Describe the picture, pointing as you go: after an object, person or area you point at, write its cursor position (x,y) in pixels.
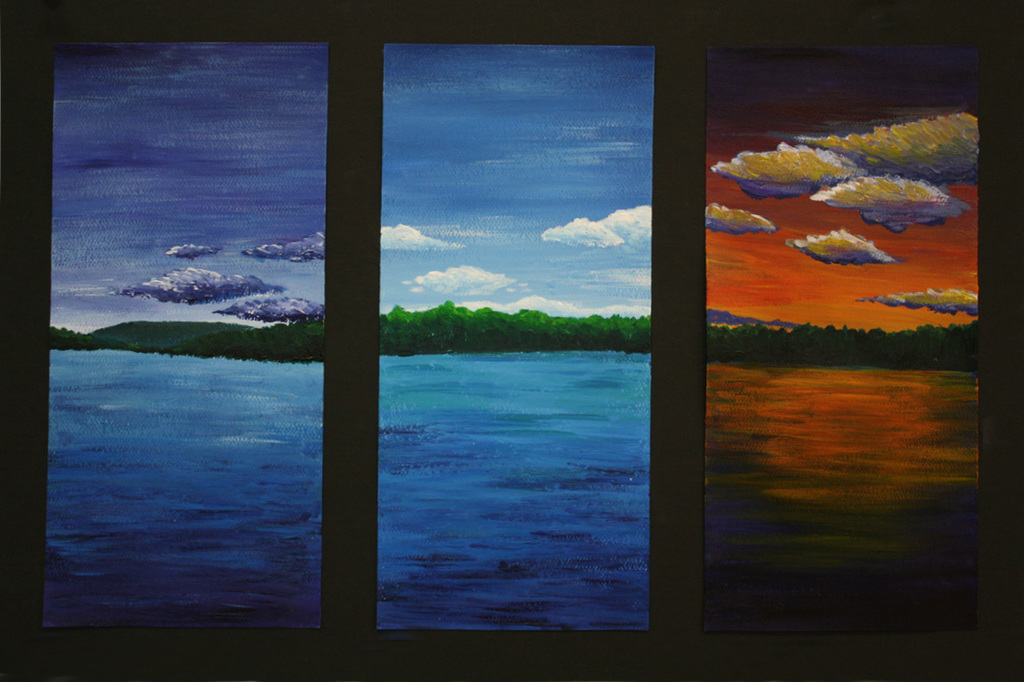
In this image, we can see paintings (266,532) on the wall (347,524) and in all of these paintings (497,323), we can see trees (486,310), hills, clouds (320,258) in the sky (511,211) and there is water (741,402).
